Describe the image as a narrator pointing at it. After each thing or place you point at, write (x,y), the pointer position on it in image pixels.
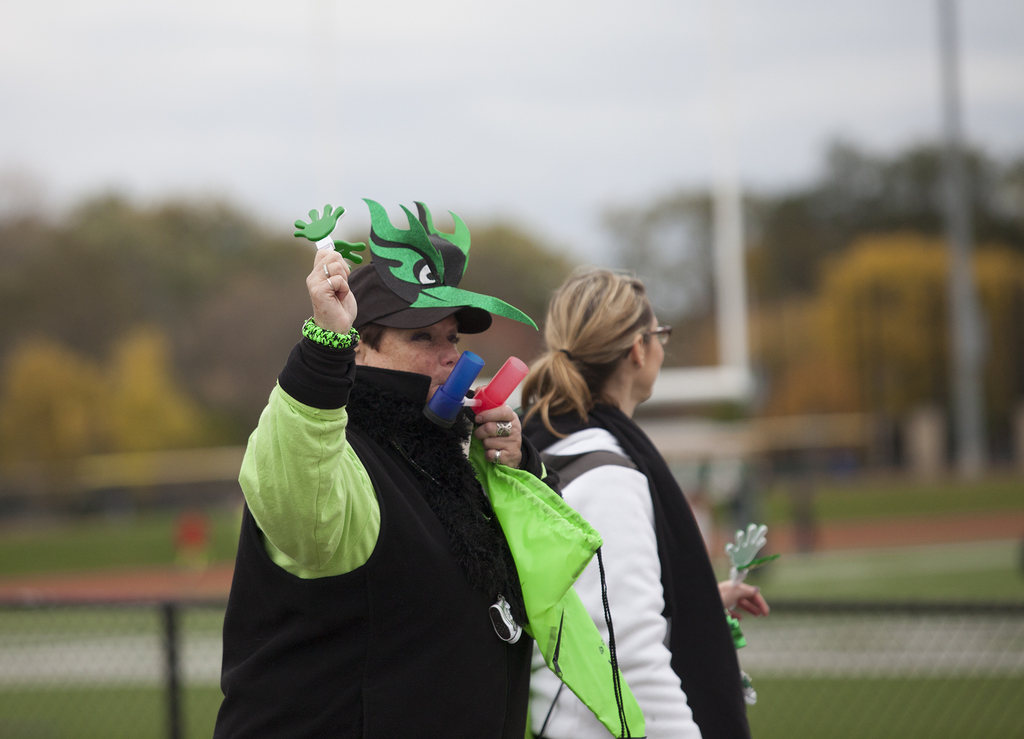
In the center of the picture (424,378) there are two women (381,516). The background (17,136) is blurred. In the background (188,283) there is greenery (868,294).
